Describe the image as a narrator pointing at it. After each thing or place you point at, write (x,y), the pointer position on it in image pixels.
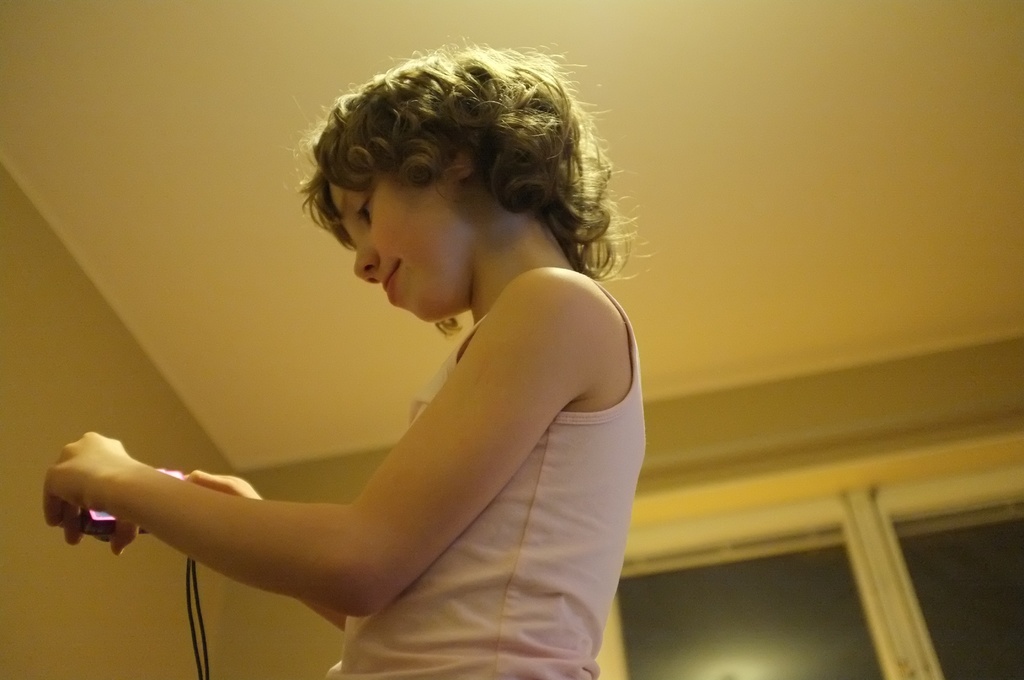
In this is a small girl (513,449) wearing a white color top (572,602) and holding a phone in the hand (110,510) and looking to it. Behind there is a white glass window (739,522) and brown walls (884,442).
